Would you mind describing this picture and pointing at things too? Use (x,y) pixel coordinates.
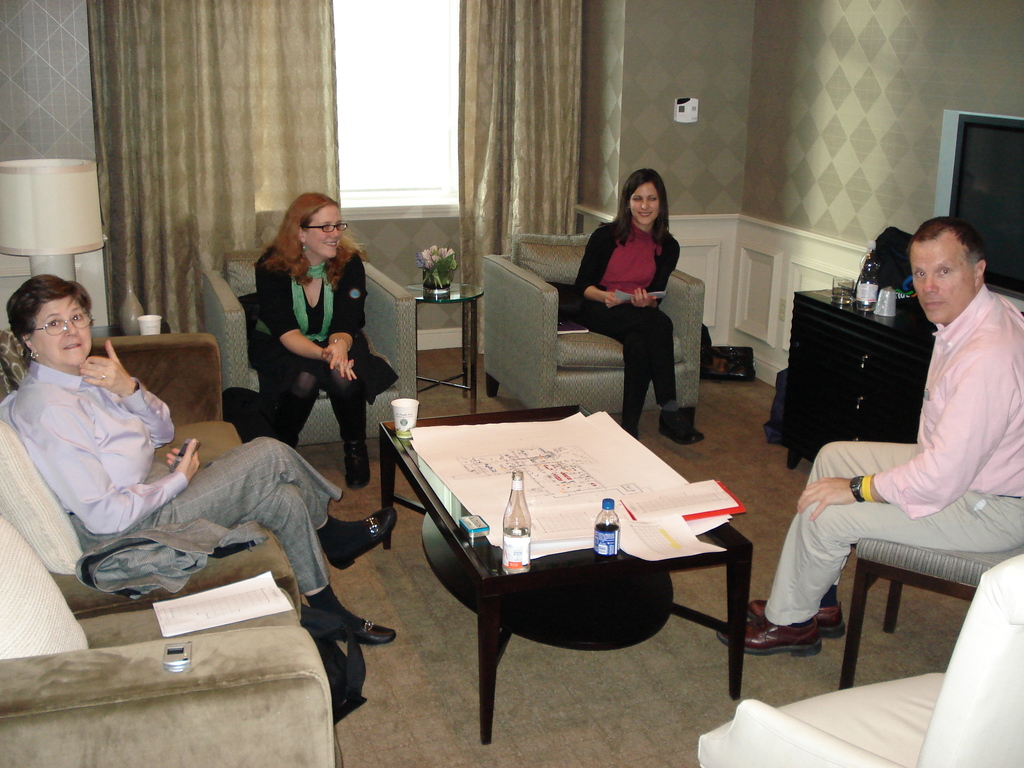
In this picture there are four persons (959,390) sitting on the chairs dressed up formal. In the middle (432,501) there is centerpiece table (614,519). On the table (584,496) there is a chart (541,490) and bottles (508,509) and glass (396,417). In the background (181,118) i can see a curtain (181,118) and a window (345,83) and a corner lamp (42,206), in the right side (986,152) there is a television (989,194) and a stand (831,363).
